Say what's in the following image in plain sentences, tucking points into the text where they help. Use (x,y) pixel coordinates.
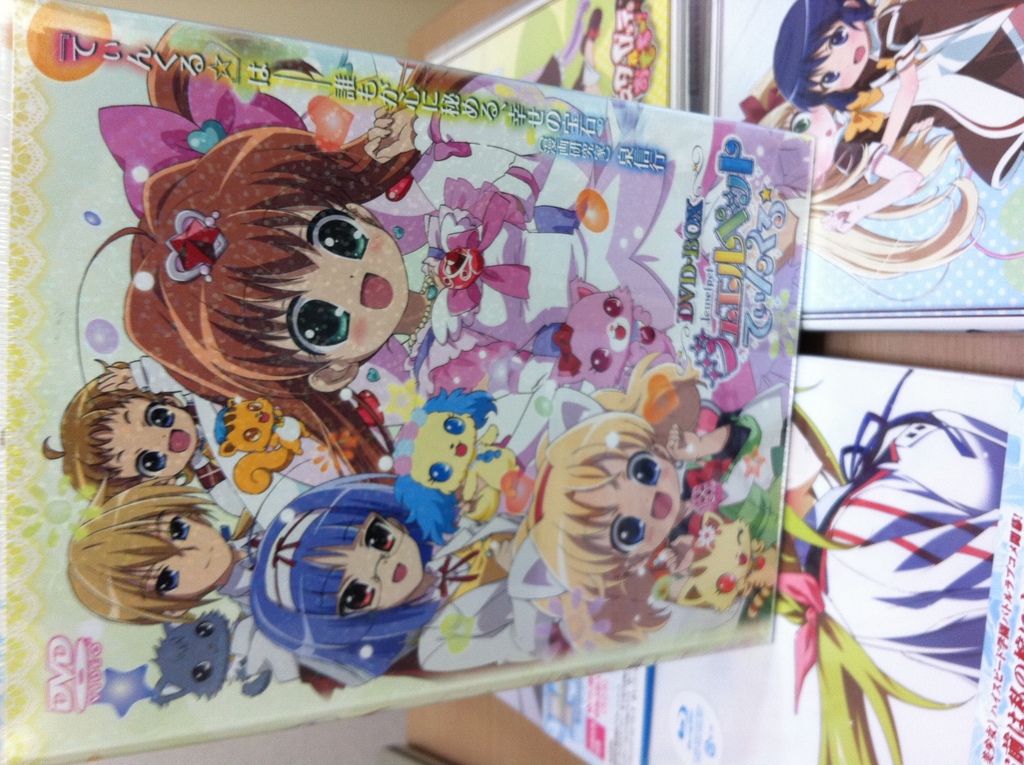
This image is taken indoors. In the background (295,4) there is a wall (282,7). In the middle of the image (595,362) there is a DVD box (537,291). On the right side of the image (880,399) there is a table (476,712) with a few disc cases (819,203) on it.
